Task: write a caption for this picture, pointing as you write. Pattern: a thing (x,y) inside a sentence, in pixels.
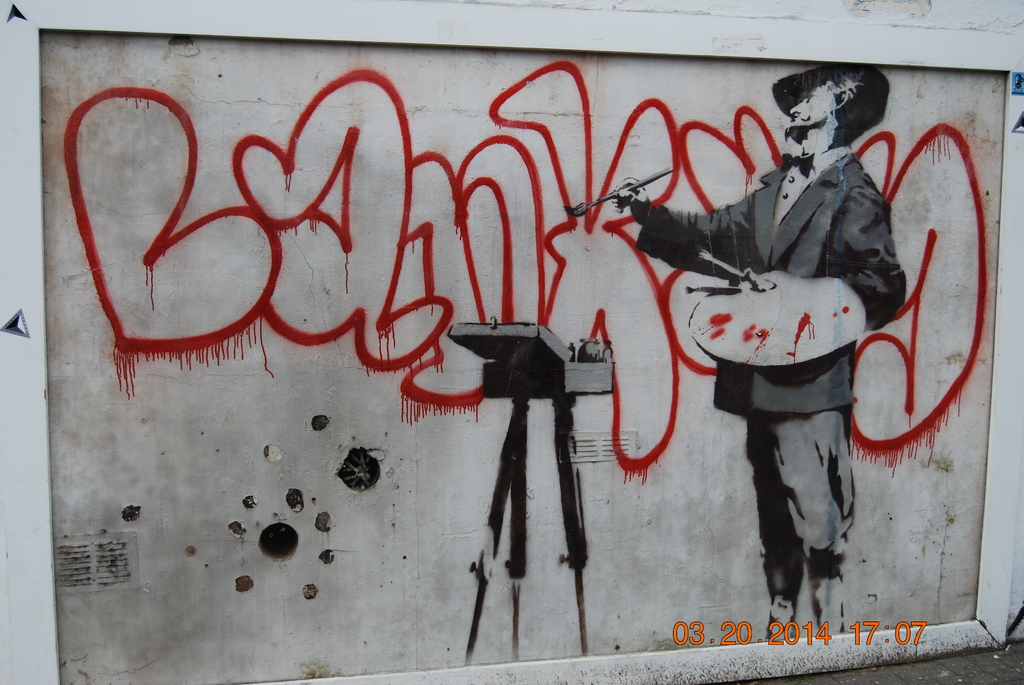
In the picture there is a surface (541,286) and a painting (513,446) is done on the surface (557,138), there is a painting (809,286) of a man (728,273) writing something on the surface (429,273).
